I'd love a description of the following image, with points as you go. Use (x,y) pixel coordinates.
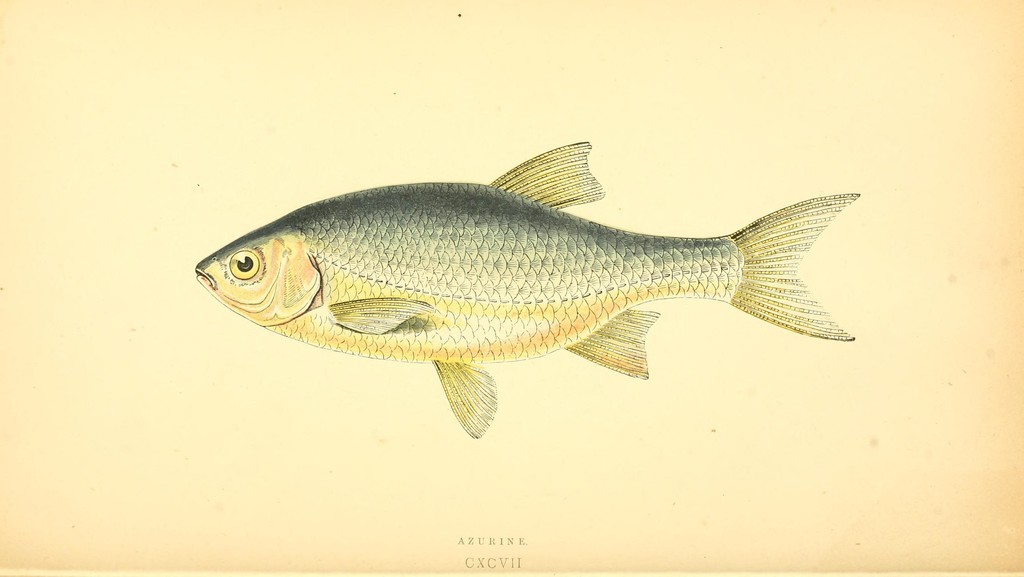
In the picture we can see a painting (176,312) of a fish (817,301) with fins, gills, eyes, and a tail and some black shade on it.
